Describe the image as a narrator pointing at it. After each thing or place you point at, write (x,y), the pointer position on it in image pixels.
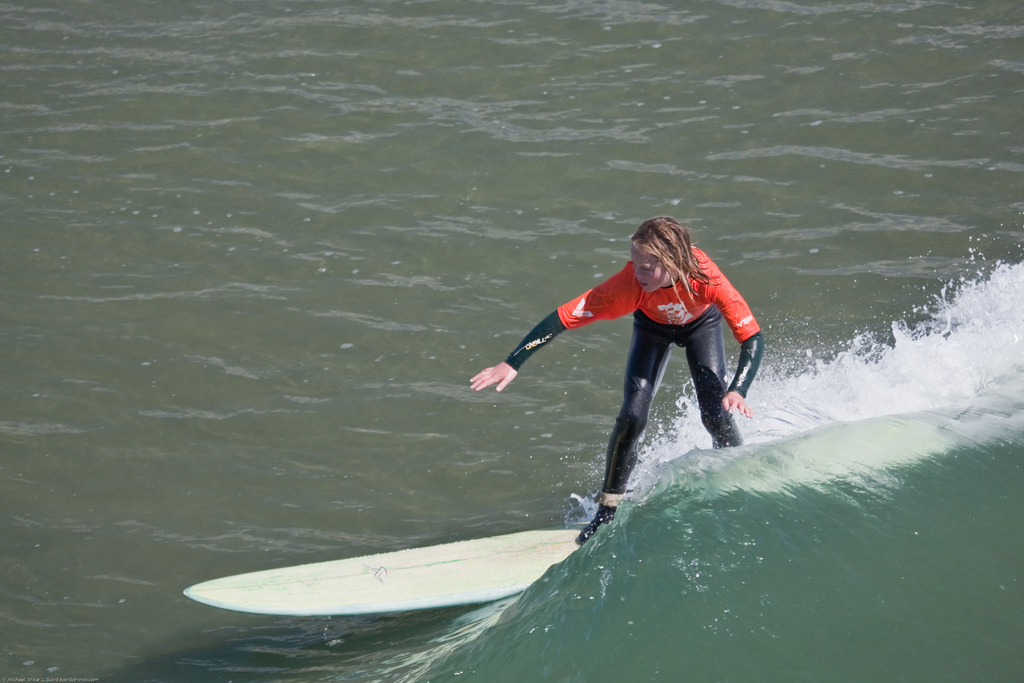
In this image we can see a person (720,414) surfing on the sea (671,544).
